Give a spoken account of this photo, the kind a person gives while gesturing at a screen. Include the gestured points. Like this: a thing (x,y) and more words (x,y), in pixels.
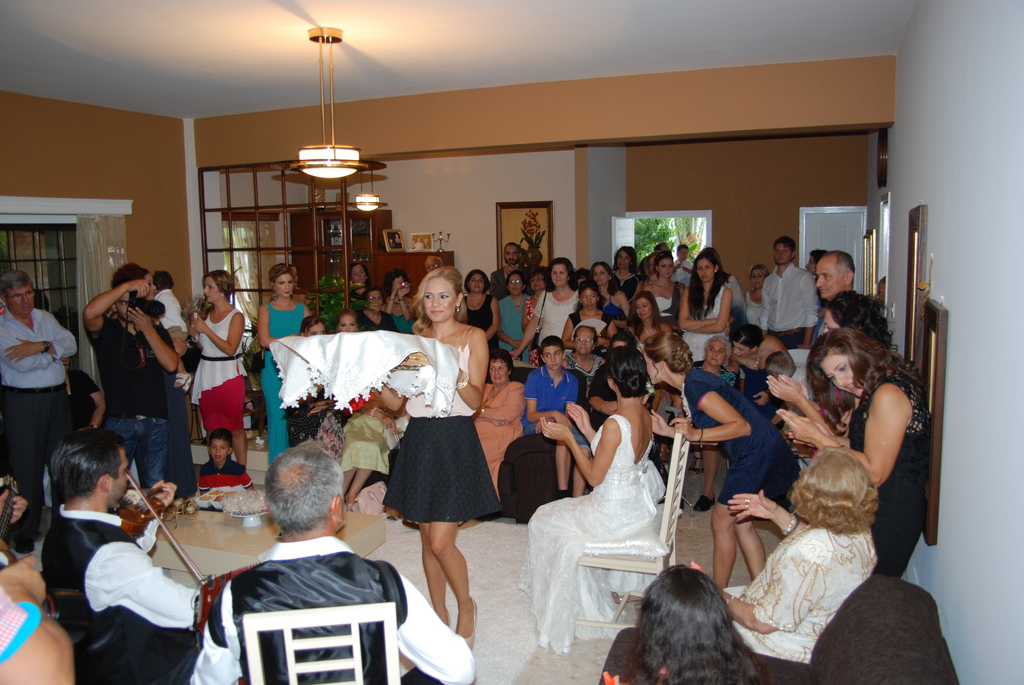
This picture is clicked inside the room (548,168). In this picture, we see people (560,462) sitting on the chairs (547,456). Behind them, we see people (711,334) standing. The woman (471,415) in the middle of the picture (424,419) wearing white and black dress (437,447) is holding something (400,375) in her hands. She is smiling. Two men (299,488) at the bottom of the picture (75,555) are playing musical instruments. The man (144,366) in black shirt (123,365) is clicking photos on the camera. In the background (403,183), we see a white wall (467,195) on which photo frame (533,228) is placed. Beside that, we see a cupboard (382,267). On the right side (939,253), we see a white wall (949,263) on which photo frames (937,472) are placed.
